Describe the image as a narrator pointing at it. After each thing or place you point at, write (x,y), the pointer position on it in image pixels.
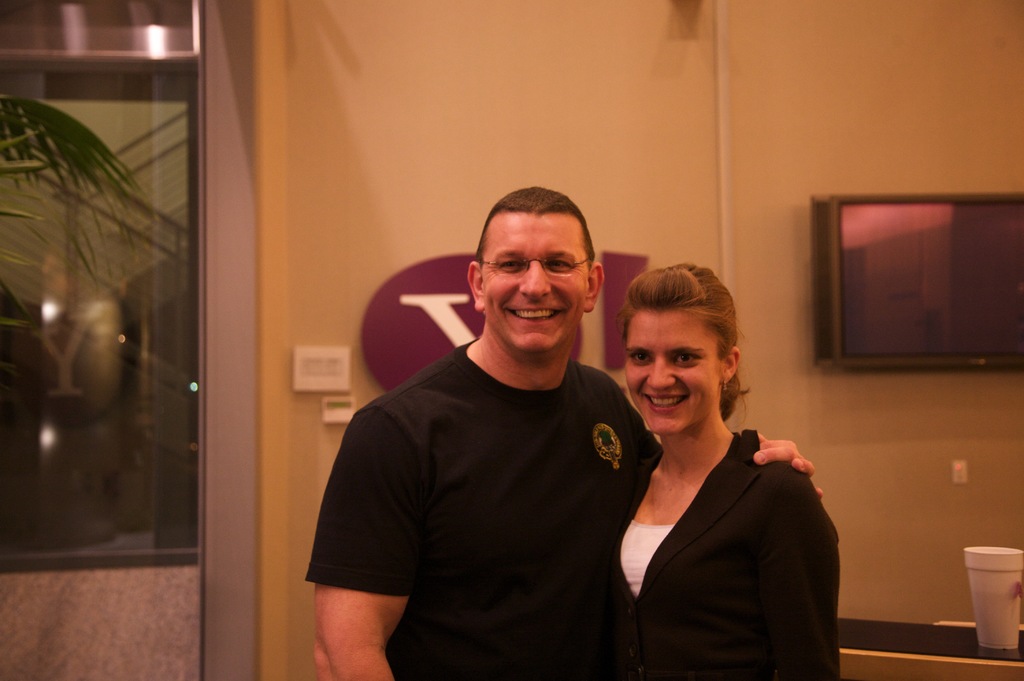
In this image we can see a man (640,431) and a woman (634,382) standing. On the right bottom (968,658) we can see a glass (1004,644) on the table (961,641). On the backside (905,306) we can see some leaves (129,173) of a plant (33,152), a door (158,406), switch board (336,399) and a television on a wall (281,402).
